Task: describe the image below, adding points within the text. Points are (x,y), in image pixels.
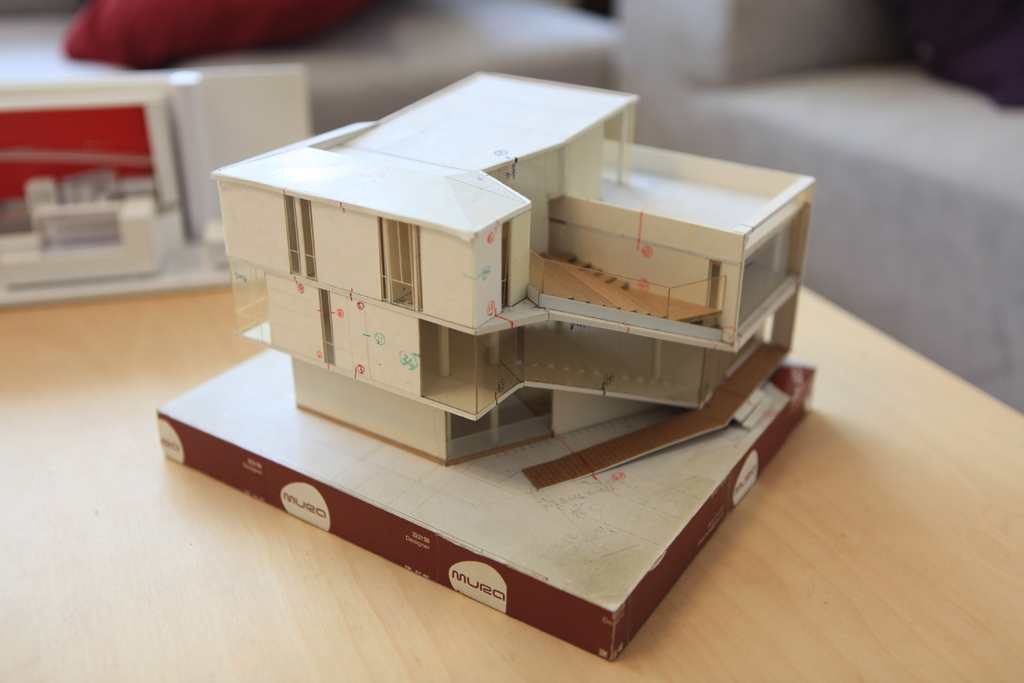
In the picture we can see a table (6,427), on the table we can find a house plan (368,188).
